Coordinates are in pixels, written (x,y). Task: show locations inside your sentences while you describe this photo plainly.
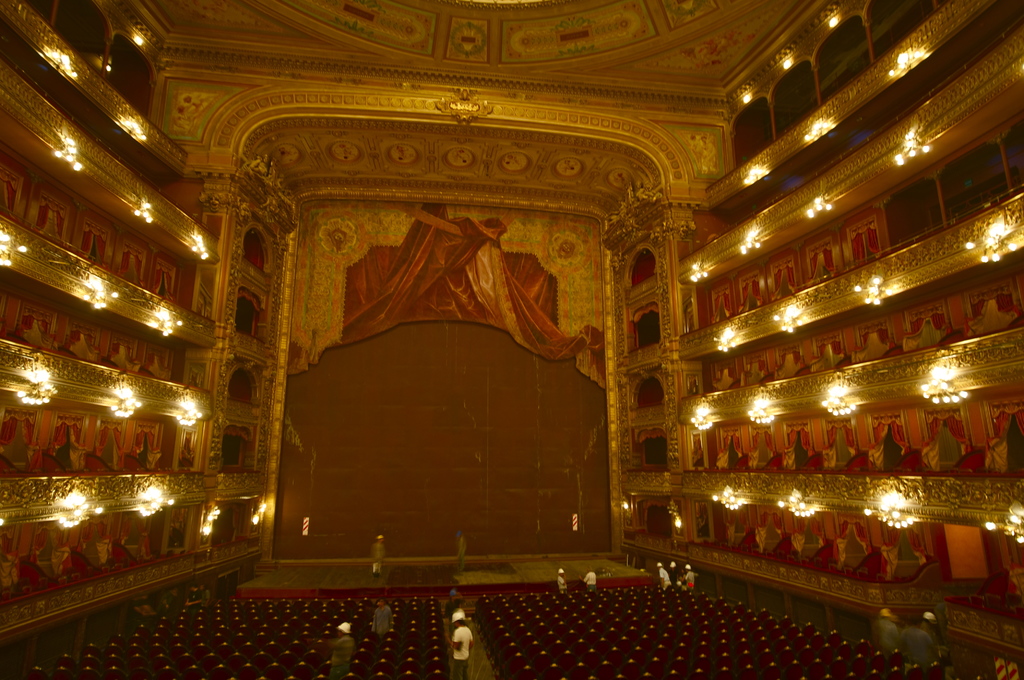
In this image I can see inside view of a building (659,319) and I can see lights (28,383) visible on the wall (42,175) and I can see chairs (504,635) and person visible at the bottom (389,626).
